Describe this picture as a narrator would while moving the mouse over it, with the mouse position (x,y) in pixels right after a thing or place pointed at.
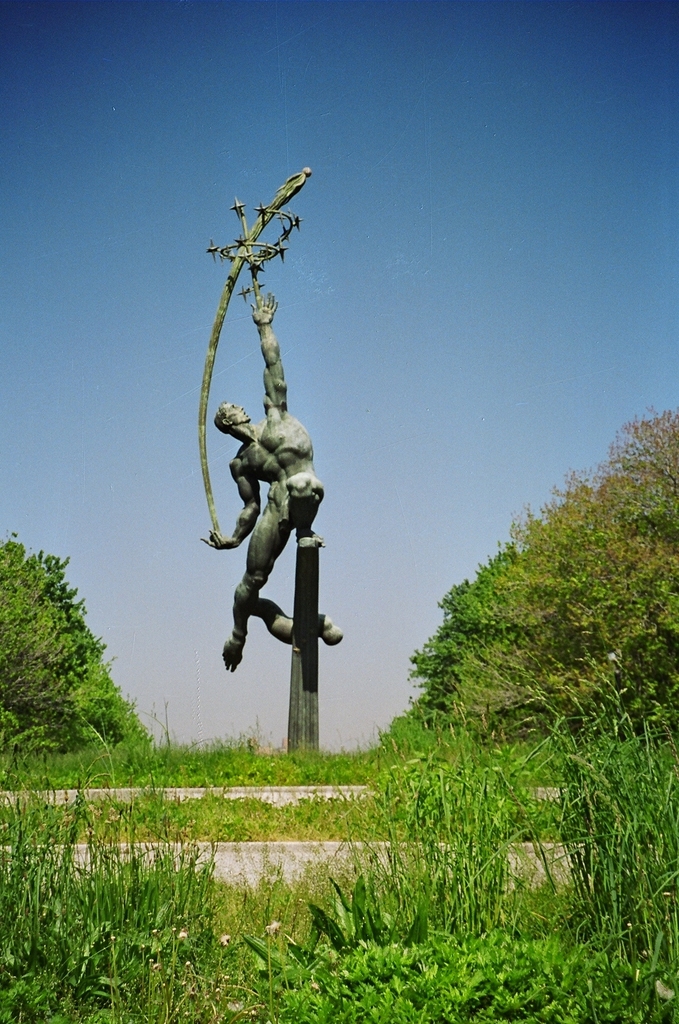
In the center of the picture (248,603) there is a sculpture (295,678). In the foreground (363,919) there are plants (326,929), staircase (219,848) and grass (351,782). In the background (21,622) there are trees (39,594). Sky (142,216) is sunny.
